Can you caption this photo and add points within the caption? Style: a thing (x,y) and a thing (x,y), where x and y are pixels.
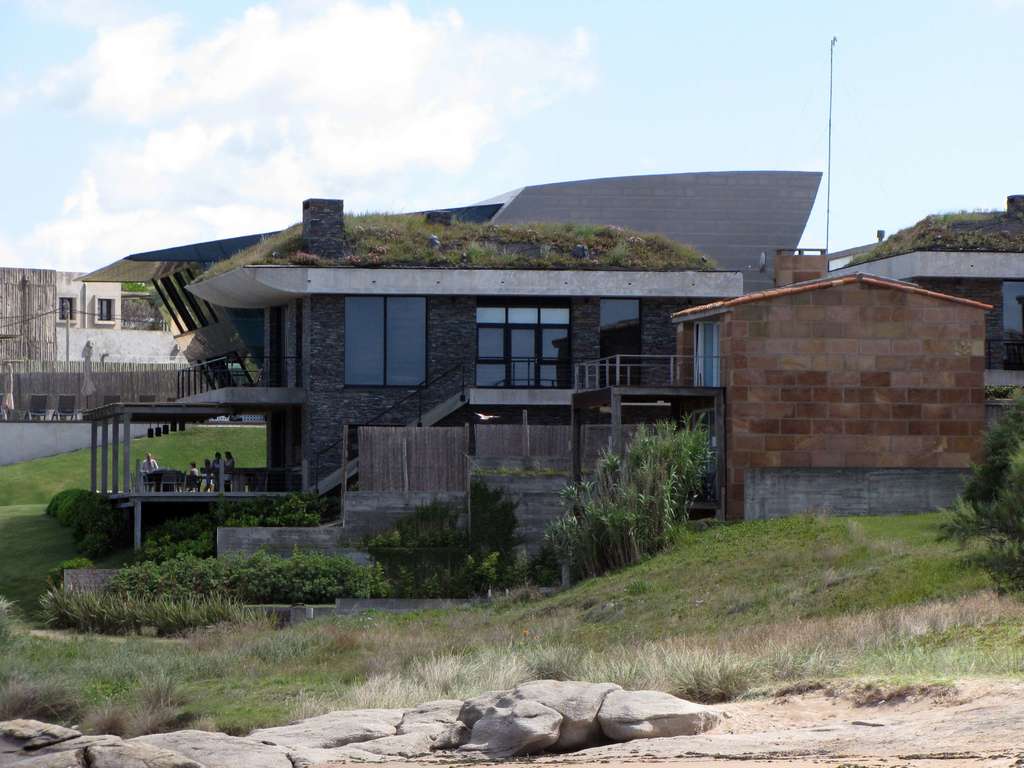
This picture describes about group of people (193,475), and we can find few plants (131,608), buildings (930,429), poles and rocks (440,719).
